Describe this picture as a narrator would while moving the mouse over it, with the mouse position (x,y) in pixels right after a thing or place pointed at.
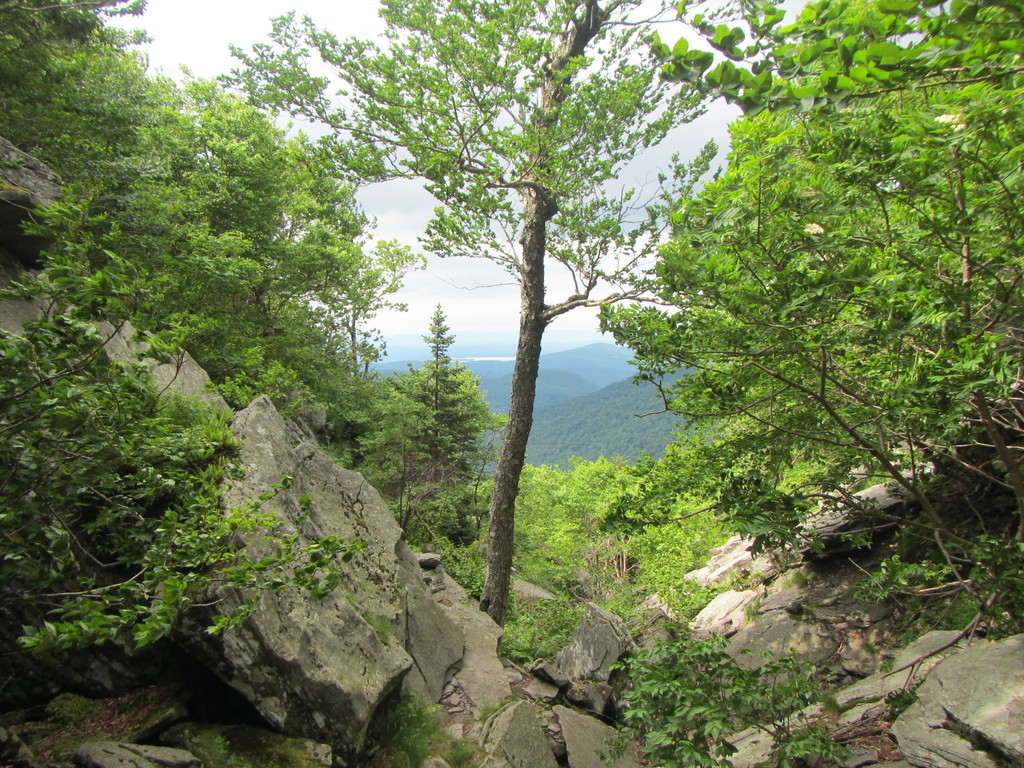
In the picture I can see rocks (783,638), trees (446,475), hills (415,364) and the sky (396,195) in the background (603,195).
